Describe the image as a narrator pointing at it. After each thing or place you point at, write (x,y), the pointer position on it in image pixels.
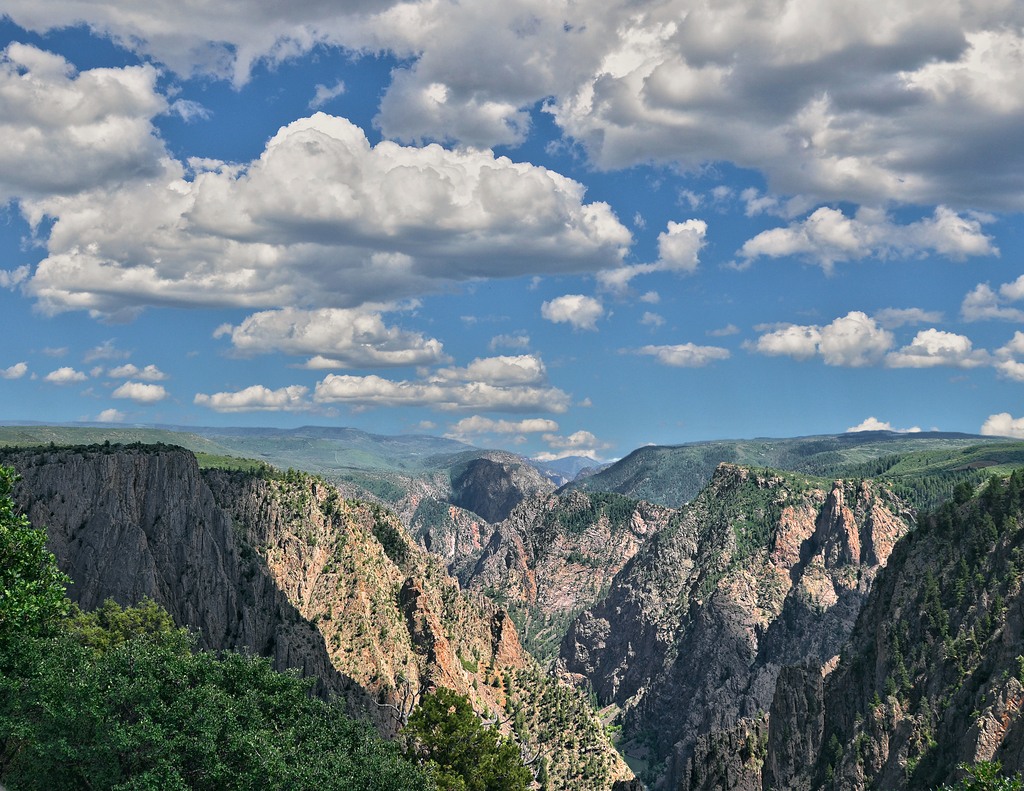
In this picture I can see trees (214,782), mountains (560,496), and in the background (541,285) there is the sky (619,167).
